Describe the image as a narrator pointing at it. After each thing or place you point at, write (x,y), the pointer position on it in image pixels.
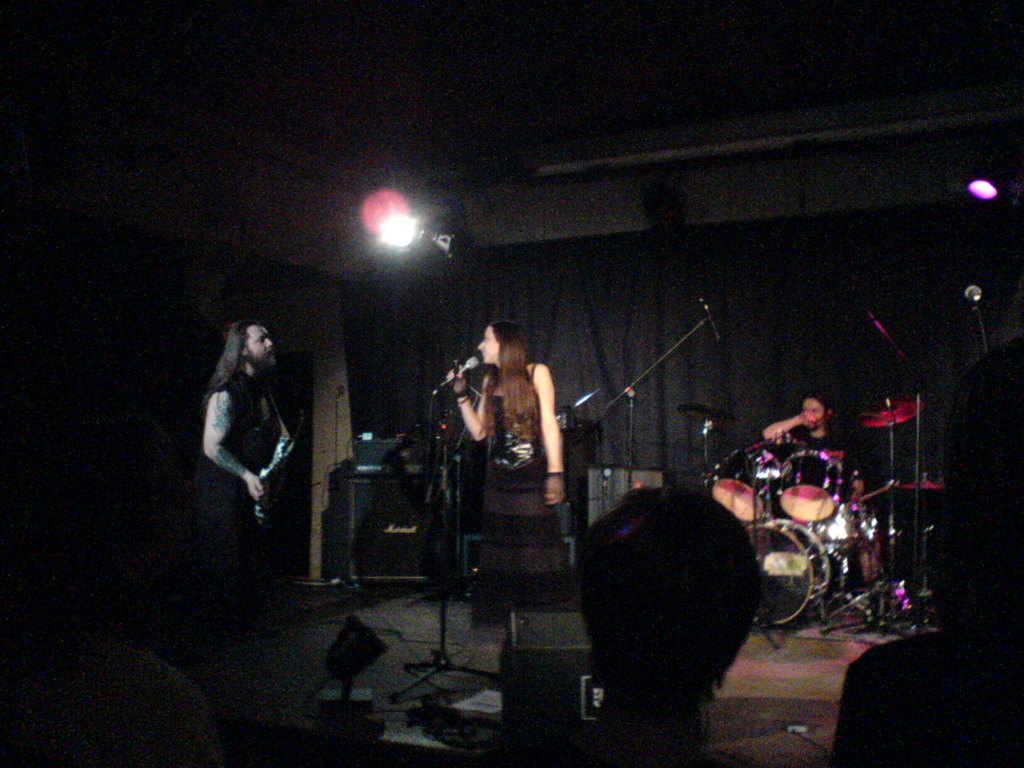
Here in this picture on the right side (853,453) we can see a person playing drums (804,459) and in the middle (515,429) we can see a lady (523,333) singing song with a Microphone (455,374) in front of her and on the left side (221,524) we can see a person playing guitar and there are other musical instruments (391,538) present on the stage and there are lights (450,241) present and in front of them we can see people (695,761) present.
